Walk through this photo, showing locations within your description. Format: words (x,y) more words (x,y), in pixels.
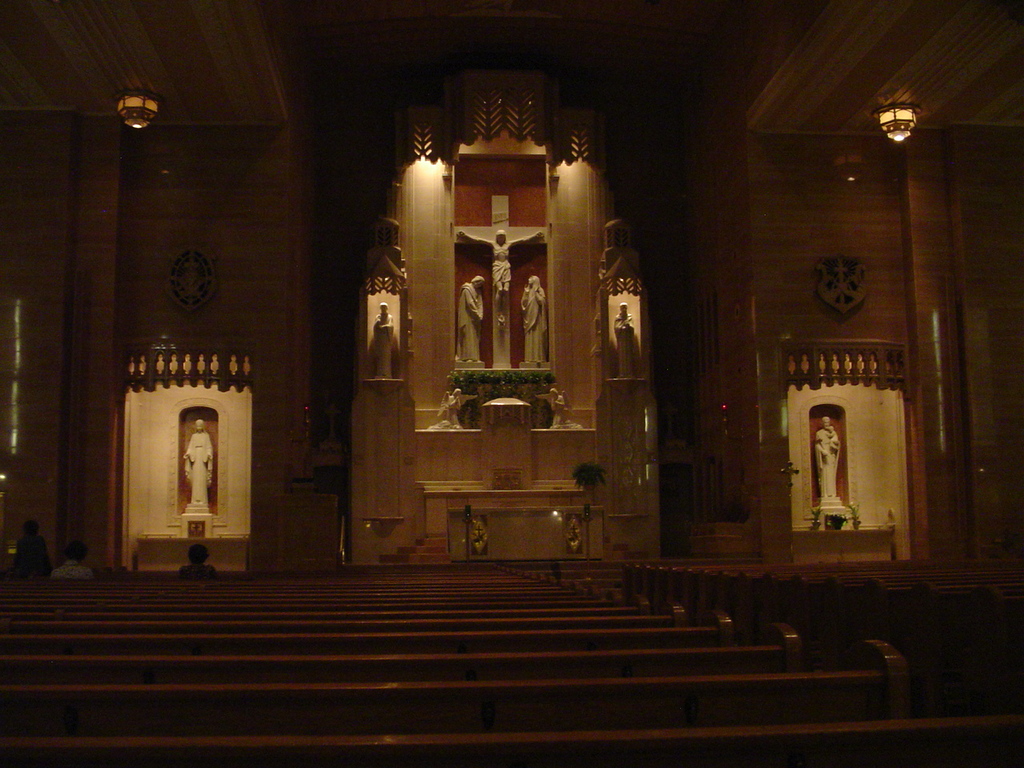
In this image, there is a church (709,140) contains some sculptures (620,356). There is a light (133,104) in the top left (139,122) and in the top right of the image (899,138). There are benches (607,620) at the bottom of the image (440,638).
